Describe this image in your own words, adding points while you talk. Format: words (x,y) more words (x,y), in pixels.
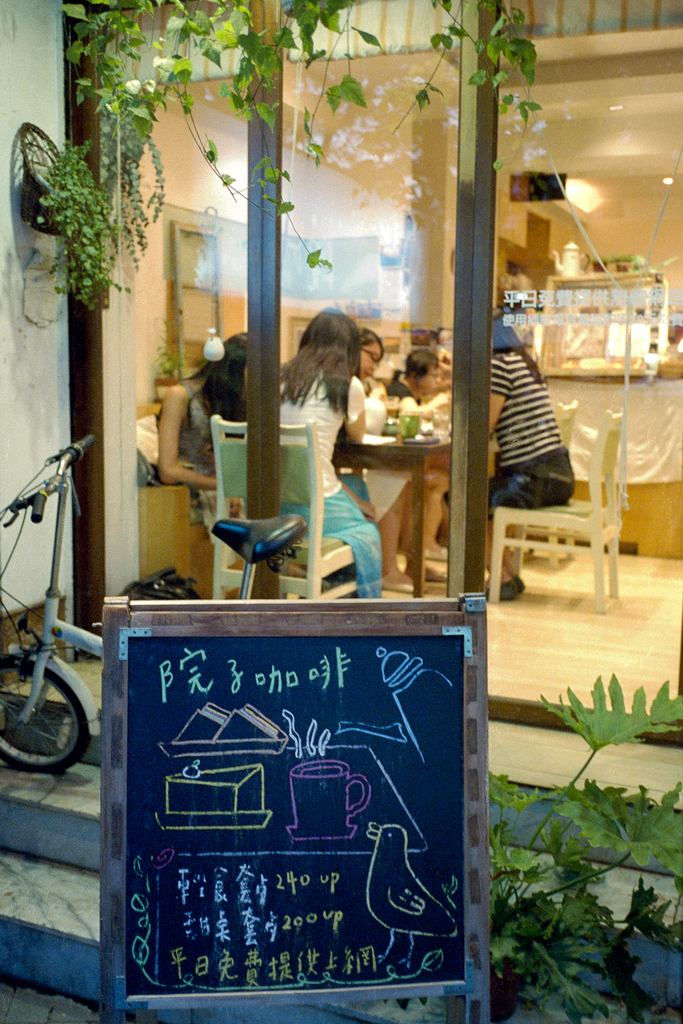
In this picture we can see a group of people (510,403) sitting on chair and in front of them there is table (417,445) and on table (430,448) we can see glasses (412,434), jars (415,423) and in front (285,546) we have bicycle (292,553), board (250,631), plants (114,240) and in background (308,237) we can see wall (621,250), teapot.
